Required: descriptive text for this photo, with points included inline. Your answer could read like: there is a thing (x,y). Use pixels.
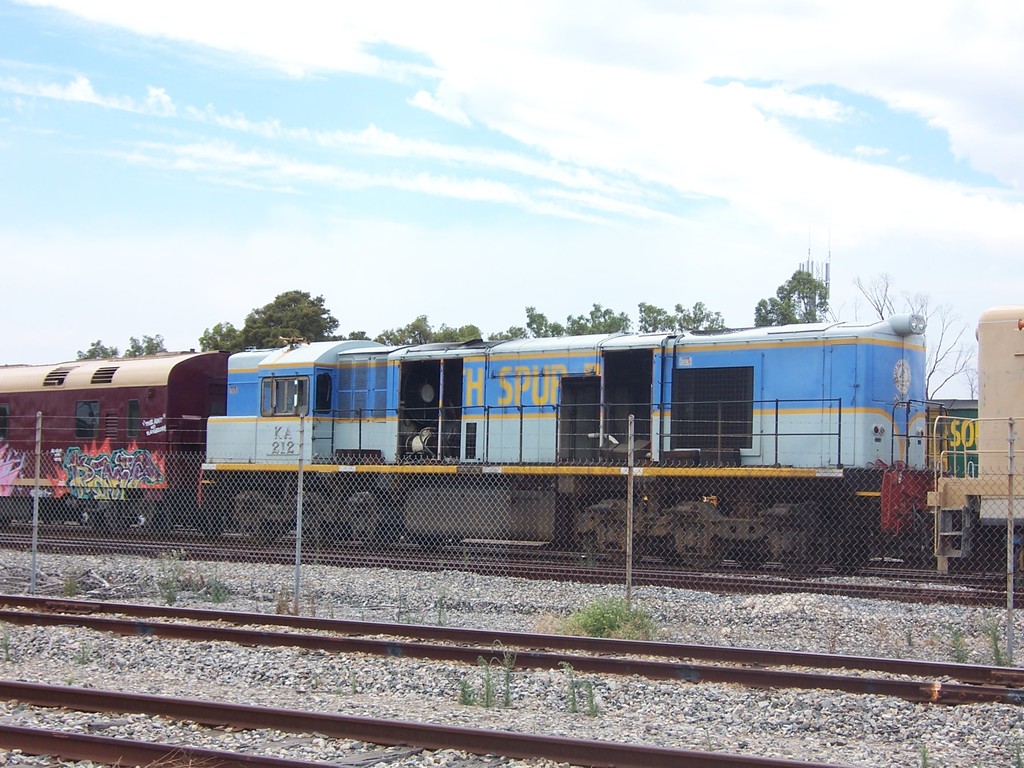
In this image there is a train (503,424) on the railway track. At the background (307,329) there are trees (274,335) and sky (660,217). At the front of the image (225,539) we can see fencing (610,550).
